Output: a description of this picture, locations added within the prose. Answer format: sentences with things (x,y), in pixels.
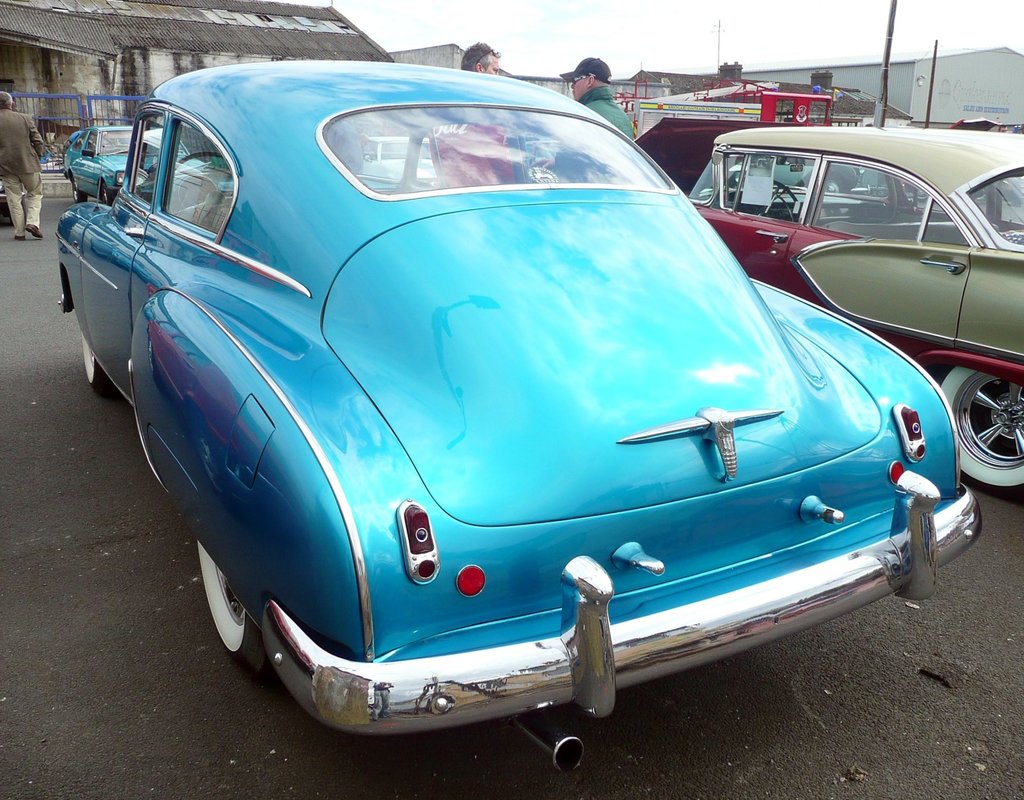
This image is clicked on the road (643,739). There are many cars (493,279) parked on the road (787,709). Behind the cars (457,130) there are a few people (601,92) standing. In the background (206,50) there are houses (842,72). At the top (626,30) there is a sky (540,26). To the left (83,111) there is a railing (103,111) around the house (146,52).
